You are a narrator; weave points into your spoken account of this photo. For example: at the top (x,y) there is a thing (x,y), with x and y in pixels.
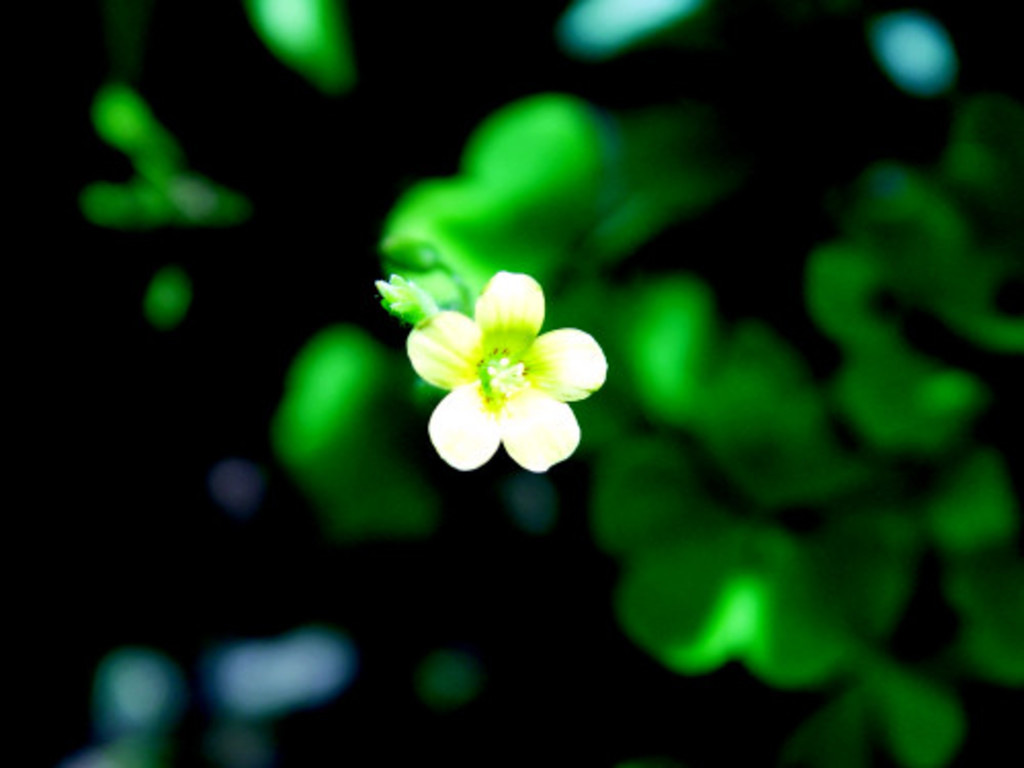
In this picture we can see a flower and in the background (635,352) we can see leaves (342,71) and it is blurry.
